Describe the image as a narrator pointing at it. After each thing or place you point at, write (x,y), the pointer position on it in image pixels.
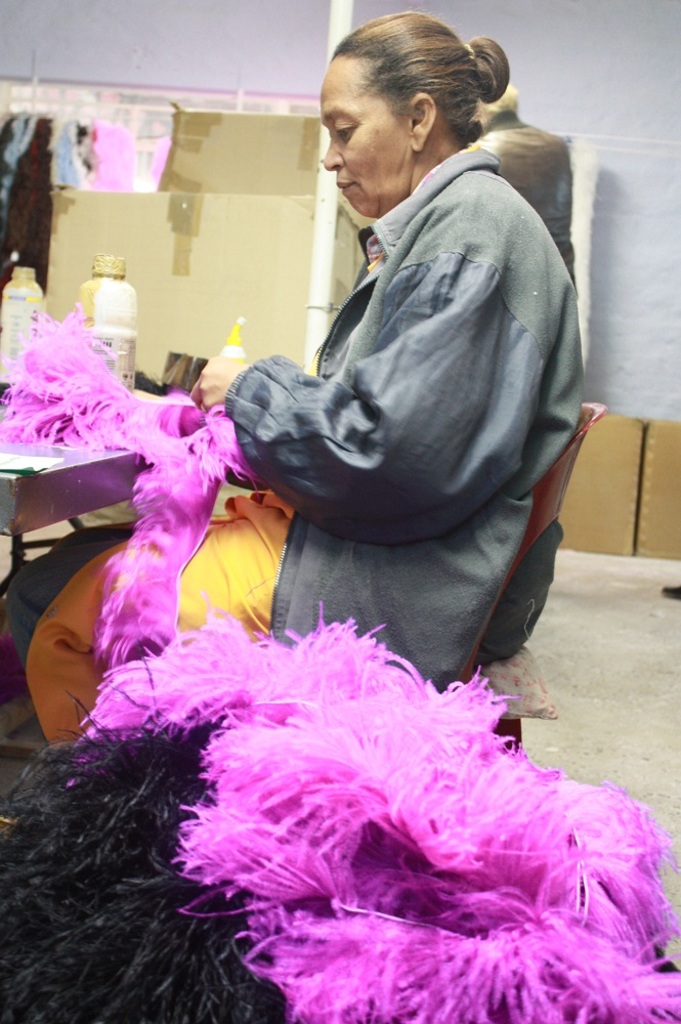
There is a woman (380,626) sitting on the chair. Here we can see a table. On the table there are bottles (130,305) and objects (107,416). In the background (665,445) we can see wall (571,84), boxes (646,531), and a person (560,208).
